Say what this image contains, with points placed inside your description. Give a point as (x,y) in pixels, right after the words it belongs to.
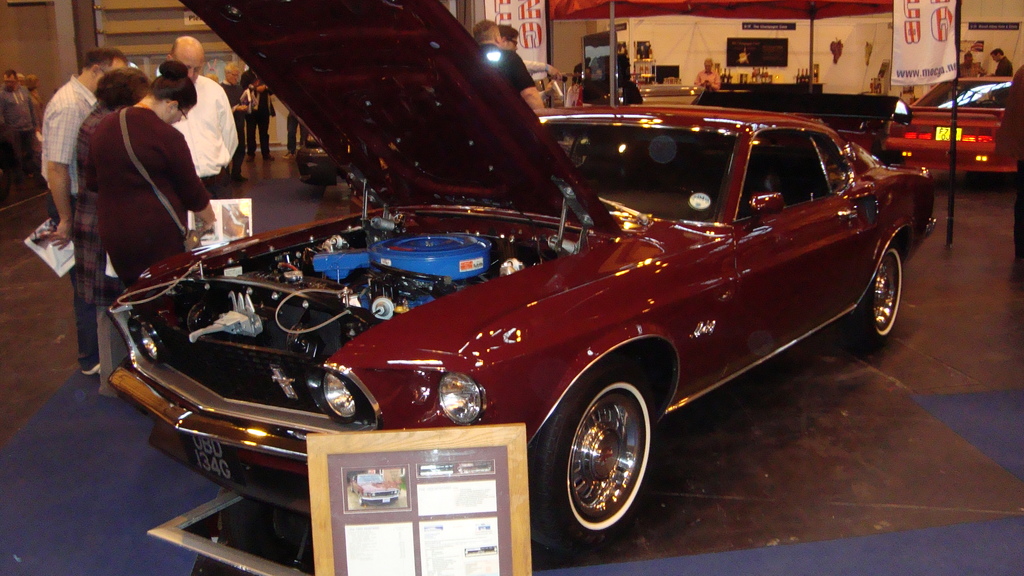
In this picture there is a red color car (587,176) and bonnet (462,199) is opened. On the right (1003,90) we can see another car (978,140). On the left (75,99) we can see group of person (145,154) standing near to the car (221,270). On the bottom (332,509) there is a board (387,544). In the background (707,69) we can see a person (707,83) who is standing near the table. Here we can see posters (543,36).
